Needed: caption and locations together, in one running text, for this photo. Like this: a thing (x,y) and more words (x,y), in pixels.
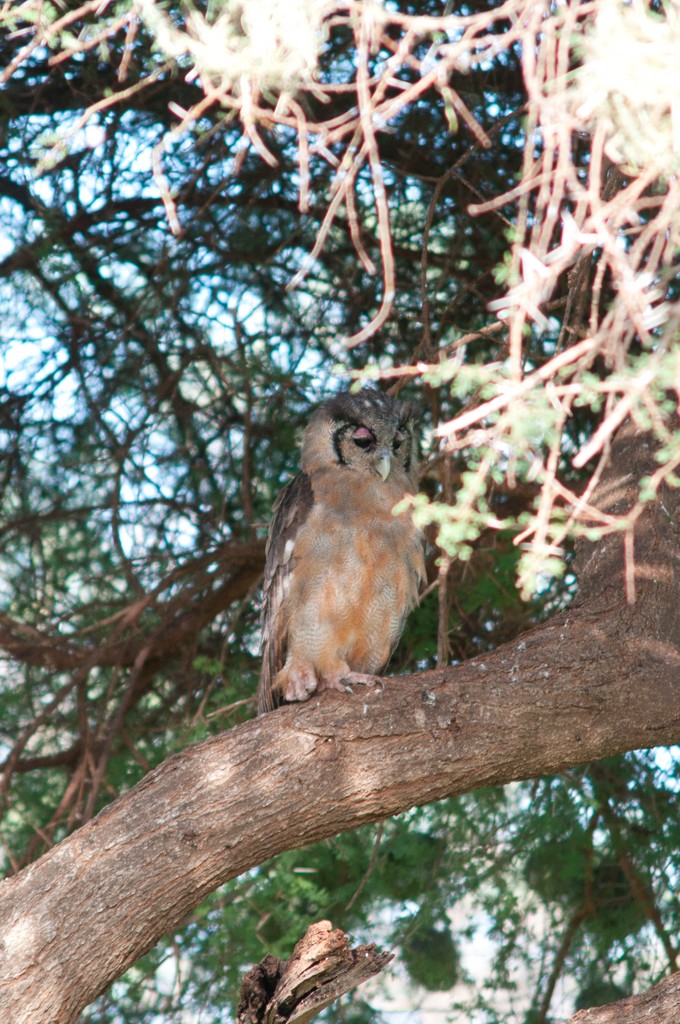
In this image there is an owl (339,589) on the branch (24,911) of a tree (505,477), behind the owl (305,433) there are leaves (231,426) and branches (206,604).
